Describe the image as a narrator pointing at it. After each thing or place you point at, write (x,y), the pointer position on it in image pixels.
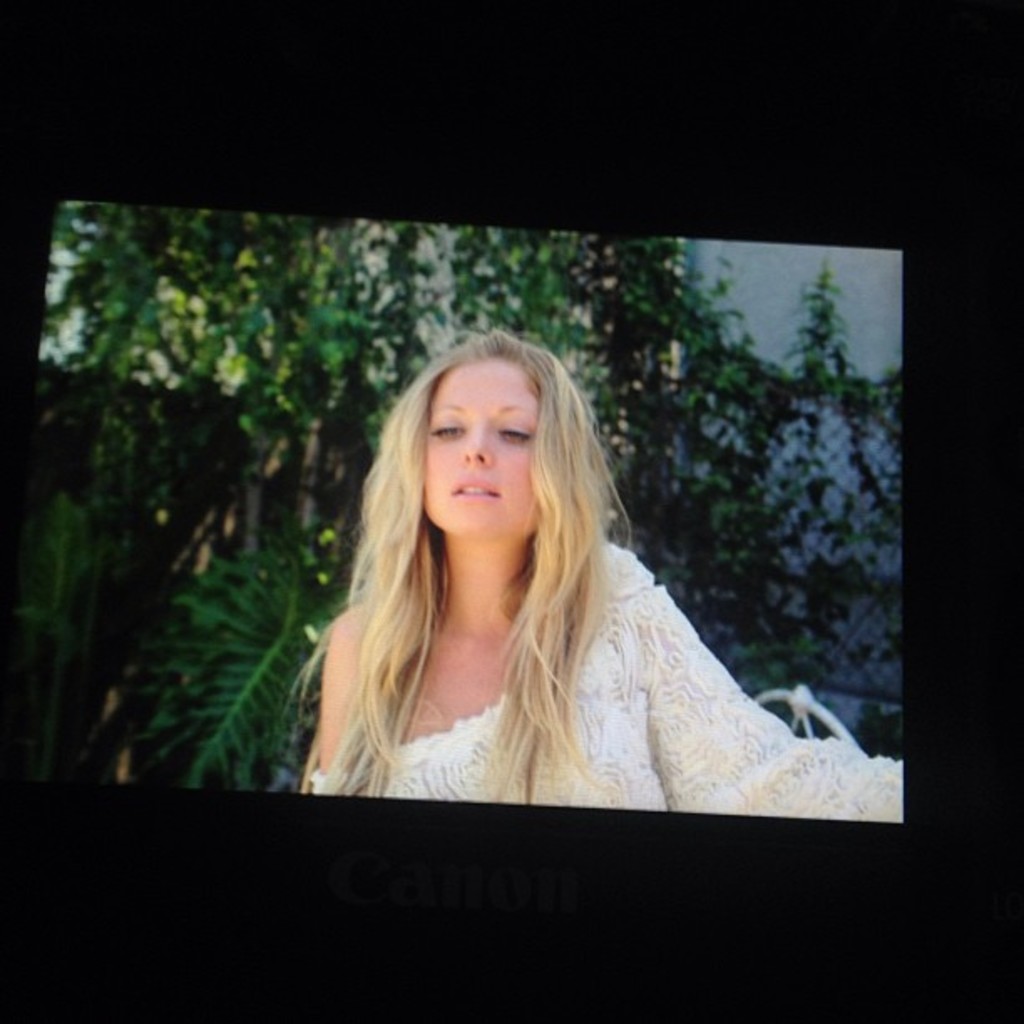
In this image we can see the picture (518,594) of woman (484,603) and trees (594,389) on the camera screen (610,625).
